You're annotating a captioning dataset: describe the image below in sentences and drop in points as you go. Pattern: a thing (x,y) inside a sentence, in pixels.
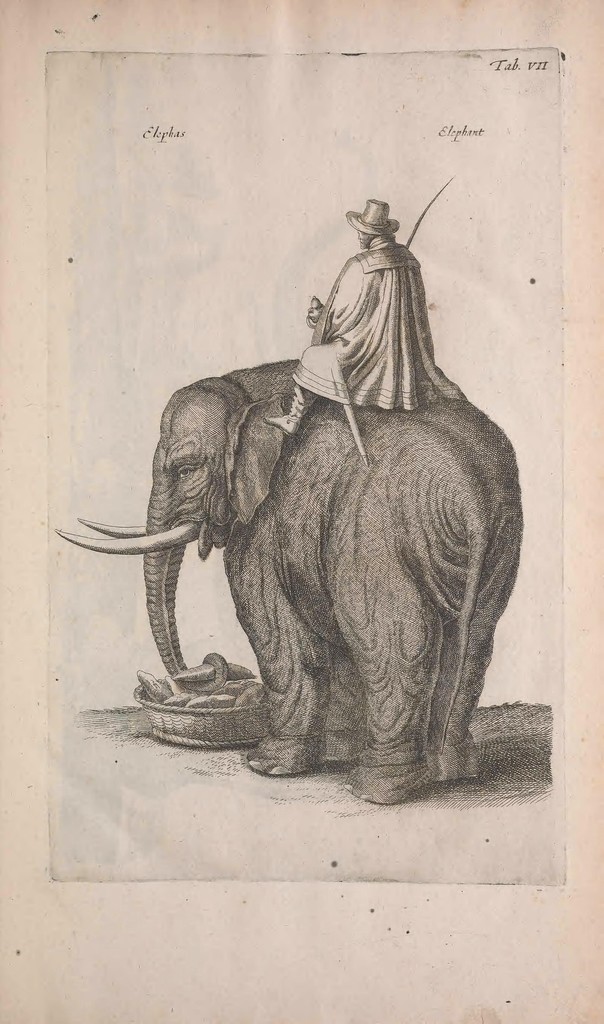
In this image we can see paper (80,57). On paper (539,596), an elephant (364,555), basket (189,723) and a person sketch (355,388) is there.
